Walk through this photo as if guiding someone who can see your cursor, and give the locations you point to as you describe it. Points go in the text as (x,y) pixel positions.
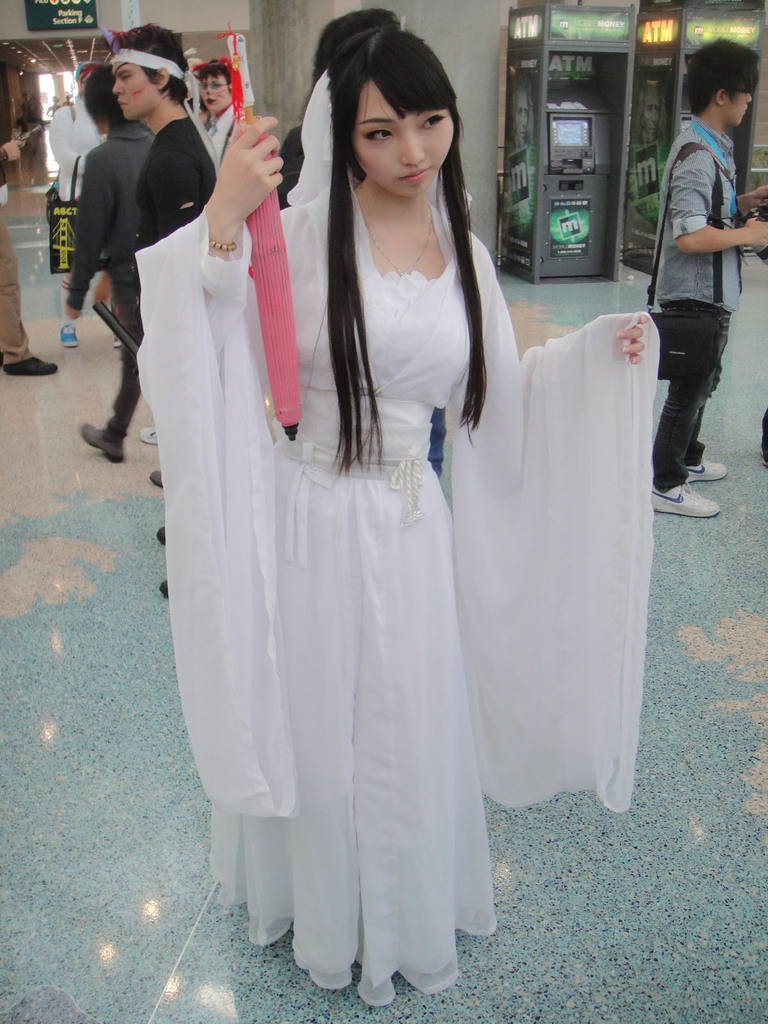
In this picture we can see a group of people (81,157) standing on the floor (248,954) where a woman (293,239) holding an object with her hand (273,125) and in the background (571,11) we can see machines (569,62), name board (81,1) on the wall (156,8), lights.
